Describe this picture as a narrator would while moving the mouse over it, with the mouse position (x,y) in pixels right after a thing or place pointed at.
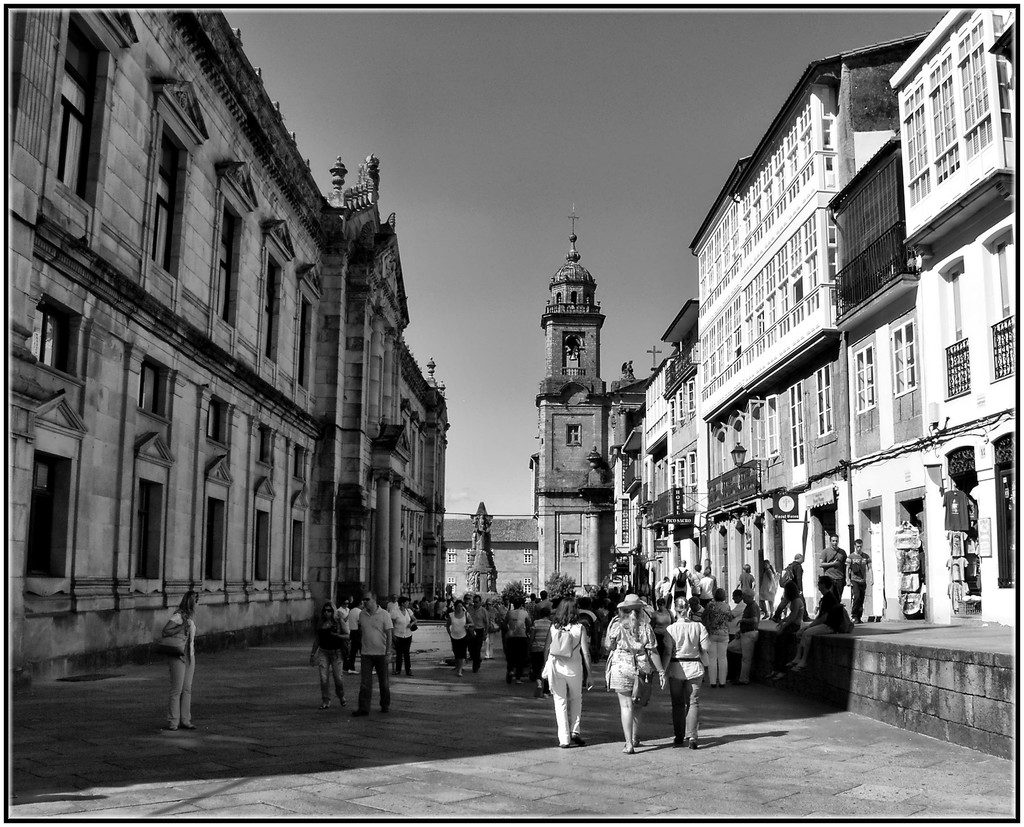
This is a black and white picture, in this image we can see a few buildings (406,449), there are some lights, people (660,663), windows (688,479) and grille (740,474), in the background (641,244), we can see the sky (762,104).
